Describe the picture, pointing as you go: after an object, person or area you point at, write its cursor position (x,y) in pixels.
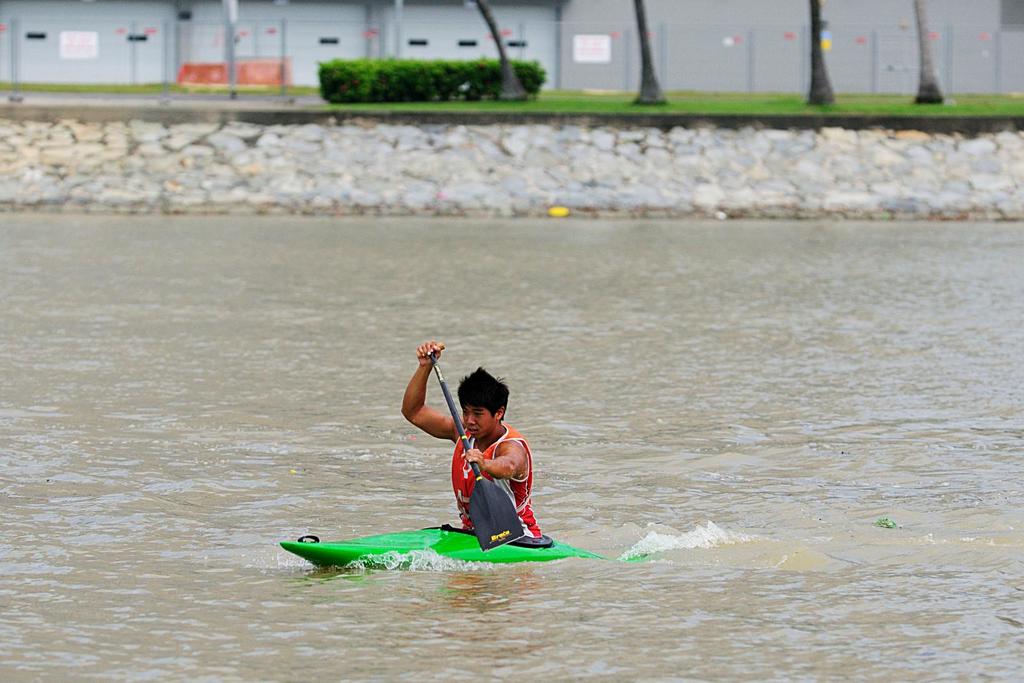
There is water (257,466). There is a green color boat (390,546) in the water (384,338). A person (475,461) is sitting on that and holding a paddle (499,494). In the back (234,191) there is a stone wall (529,187). On that there is a grass lawn (724,100), trees (922,79) and bushes (492,63).
